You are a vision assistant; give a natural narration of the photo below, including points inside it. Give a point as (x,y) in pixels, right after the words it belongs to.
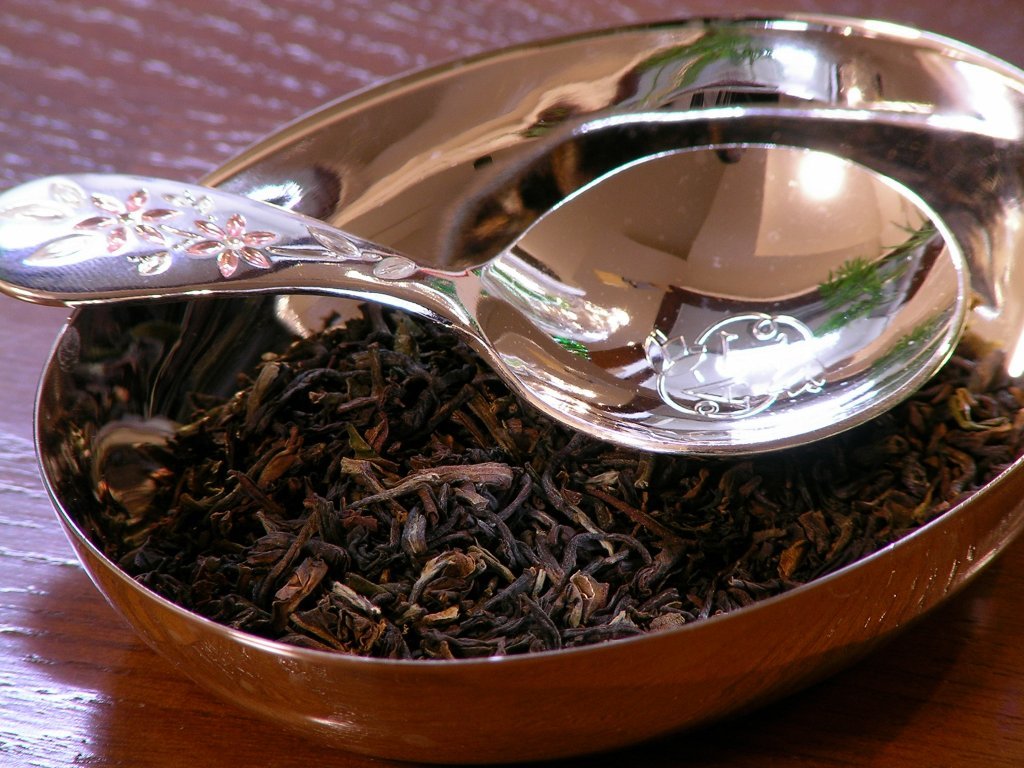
In this picture there is a food (591,499) in the bowl (977,282) and there is a spoon (661,302) in the bowl (175,317). At the bottom (59,731) there is a wooden floor (770,738). There is a reflection (794,276) of light (814,194) and door (782,188) on the spoon (664,278).
